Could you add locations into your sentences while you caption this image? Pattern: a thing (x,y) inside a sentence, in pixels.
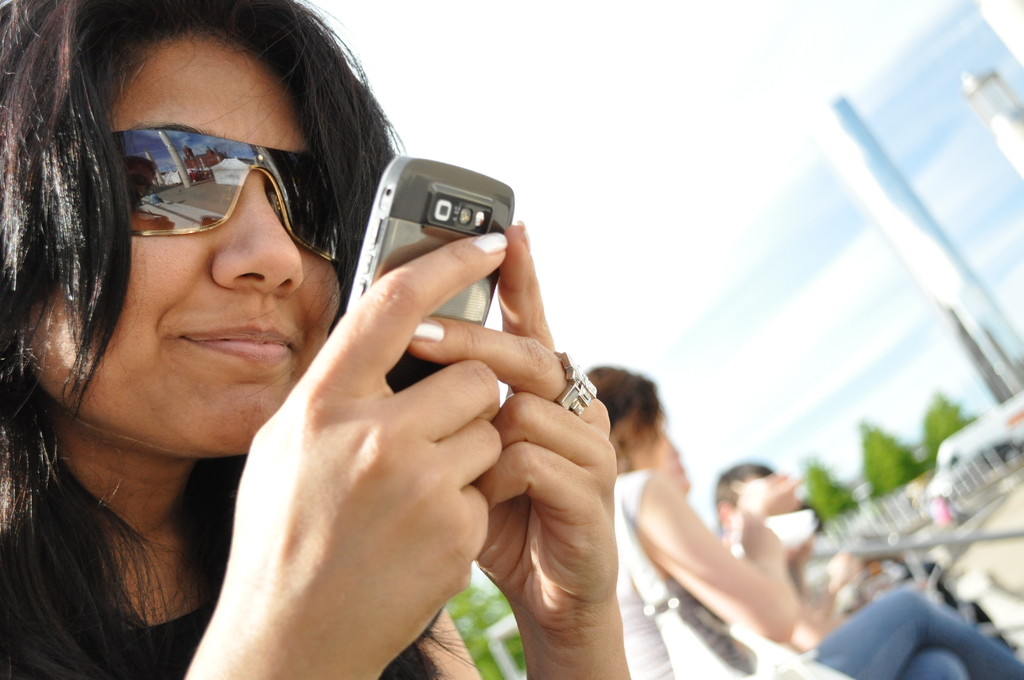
This person (290,426) holding mobile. This person (802,581) sitting. We can see building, sky (907,398), trees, vehicle (962,461).
